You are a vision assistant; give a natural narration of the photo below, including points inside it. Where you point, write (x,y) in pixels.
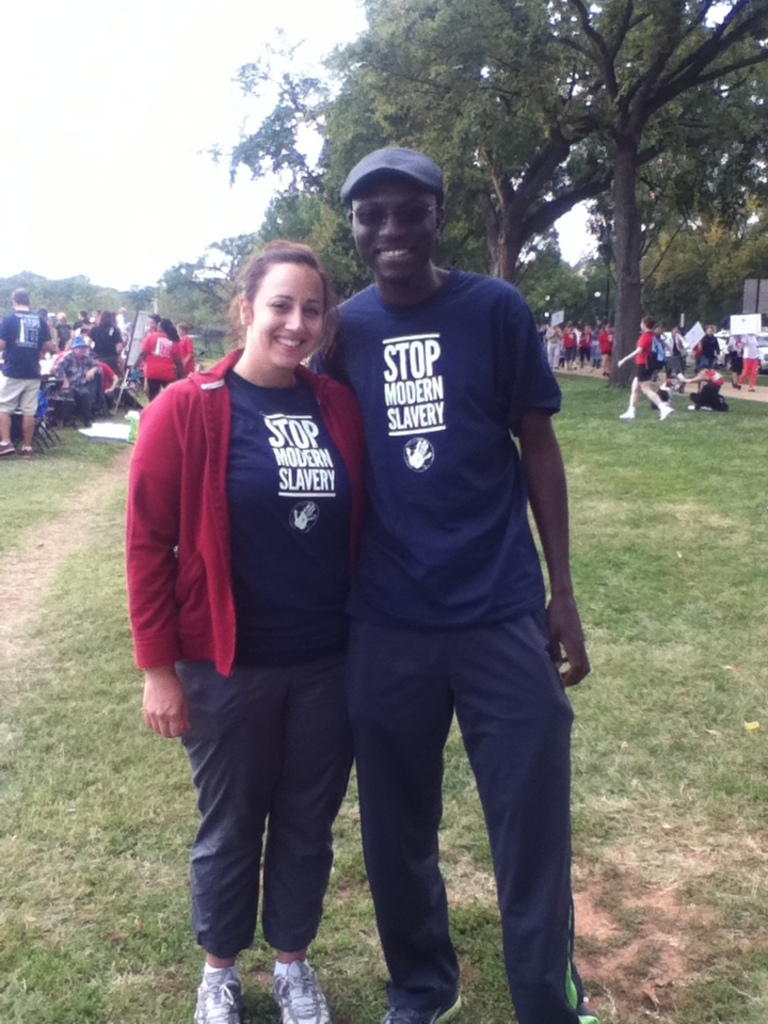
In this picture I can see there are two people (383,614) standing and smiling and they are wearing same t-shirt (427,522) and in the backdrop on to right (665,351) there are few people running and there are some people (110,328) on to left (94,323) who are standing and there are trees (299,228) and the sky (57,131) is clear.
